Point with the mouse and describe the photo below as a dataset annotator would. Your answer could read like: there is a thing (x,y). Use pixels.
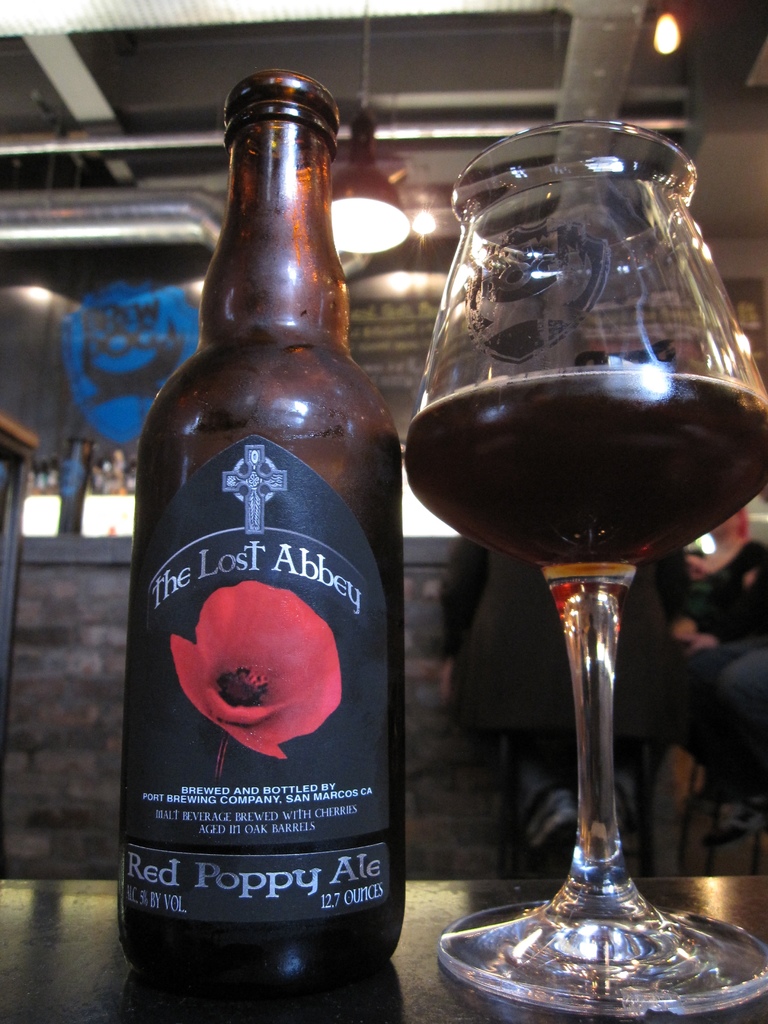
In this image we can see a bottle (241,604) with label (286,684) and glass (495,514) with drink (539,466) placed on the table (439,982). In the background (701,624) we can see persons (682,639), lights (347,180) and wall (106,617).
